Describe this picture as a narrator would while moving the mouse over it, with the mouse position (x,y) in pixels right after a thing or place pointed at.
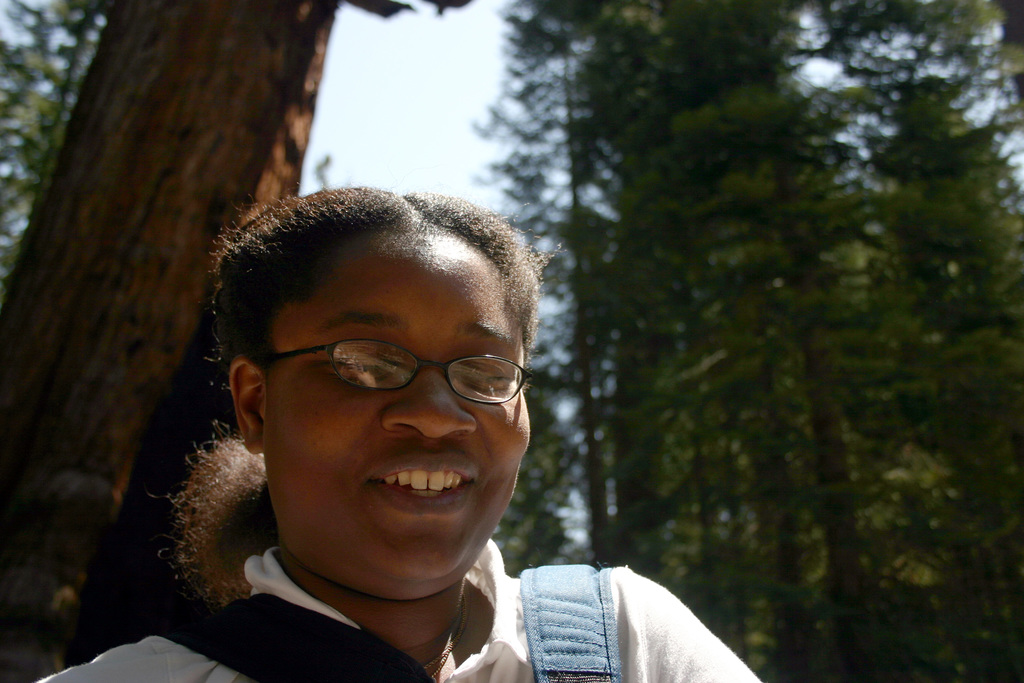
In this image we can see there is a girl (394,506) with a smile (380,487) on her face (379,590). In the background (485,152) there are trees (242,73) and the sky (380,65).
